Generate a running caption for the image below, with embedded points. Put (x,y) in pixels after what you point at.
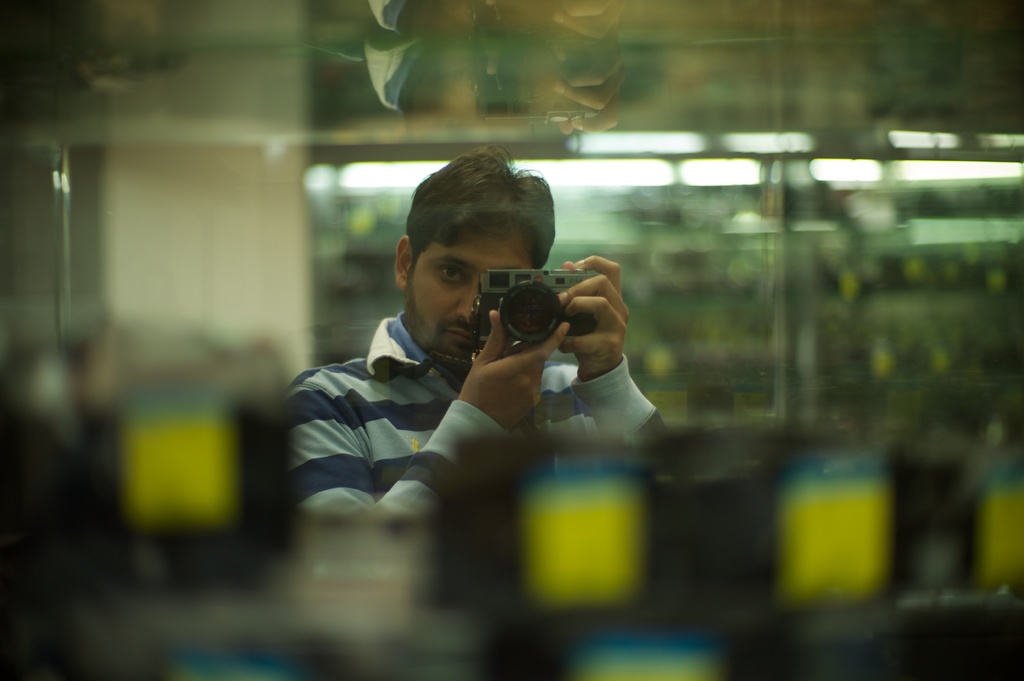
In this picture we can see a man (499,193) holding a camera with his hands (540,356) and in the background (352,163) we can see lights (944,144) and it is blurry.
